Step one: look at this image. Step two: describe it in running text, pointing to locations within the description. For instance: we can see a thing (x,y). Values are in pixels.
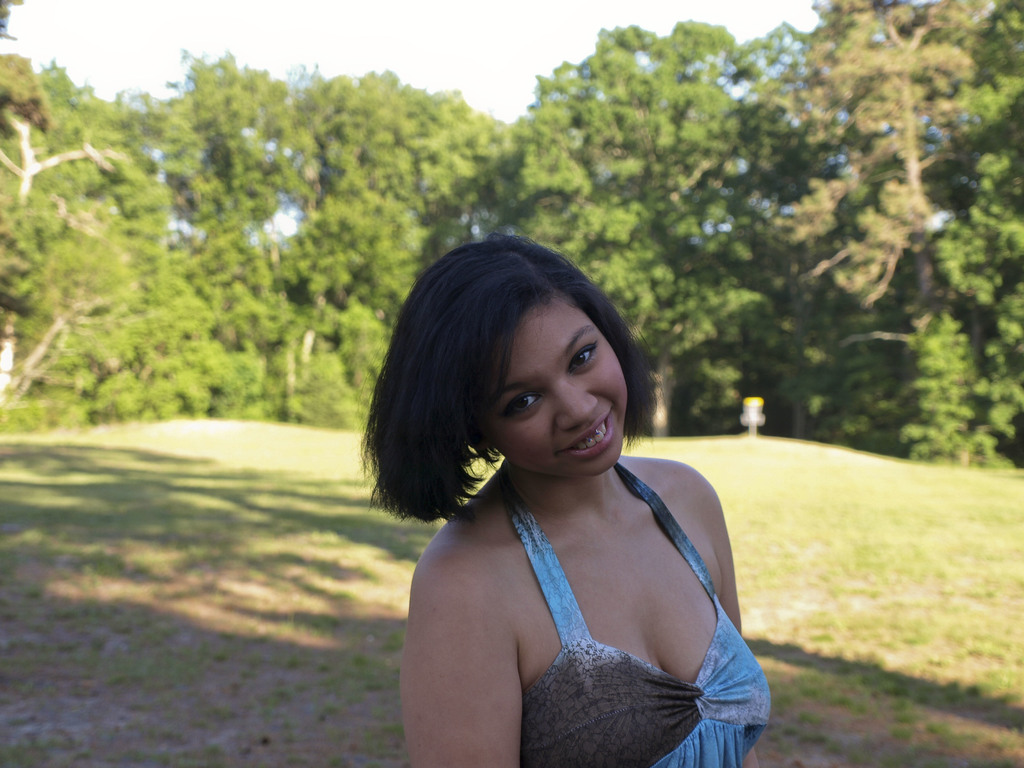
In this image, there is an outside view. In the foreground (482,564), we can see a person (644,484) wearing clothes (549,716). In the background (887,247), there are some trees (457,189).
